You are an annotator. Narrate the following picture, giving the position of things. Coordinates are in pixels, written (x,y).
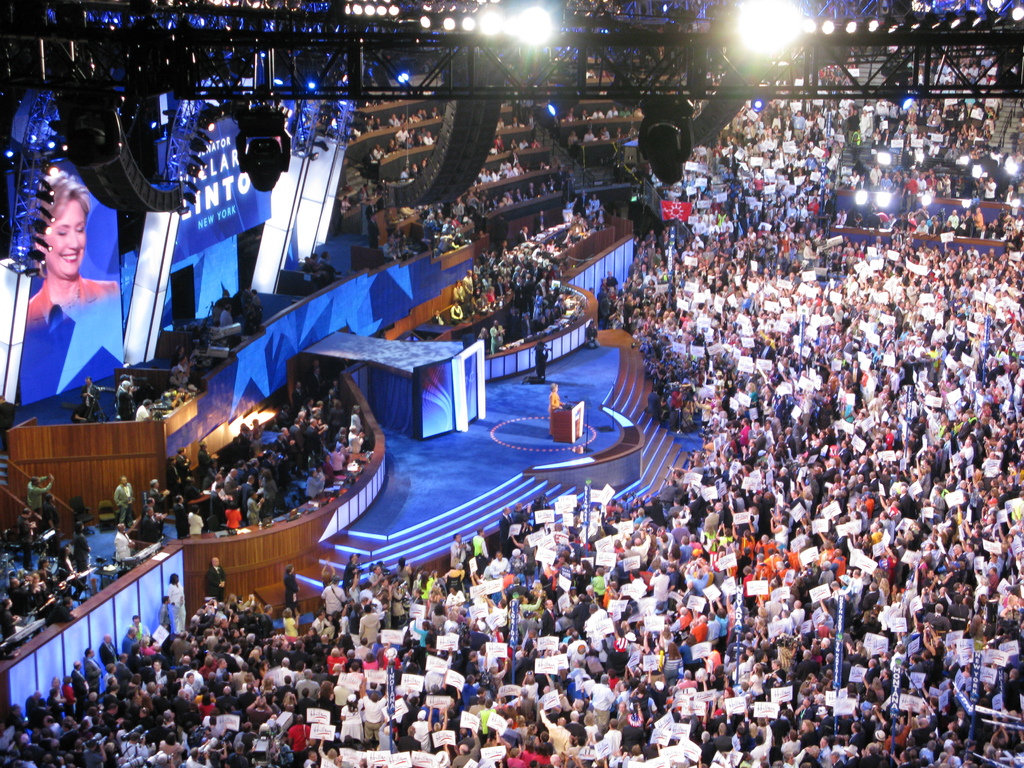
In this picture there are group of people (874,428) standing and holding the placards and there is text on the placards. There is a woman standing at the podium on the stage (473,486) and there is a microphone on the podium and there is a person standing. On the left side of the image (105,205) there is a screen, on the screen (227,282) there is a picture (112,229) of a woman (73,292) and microphone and there is text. At the top (359,36) there are lights (280,146) and speakers (677,146).
